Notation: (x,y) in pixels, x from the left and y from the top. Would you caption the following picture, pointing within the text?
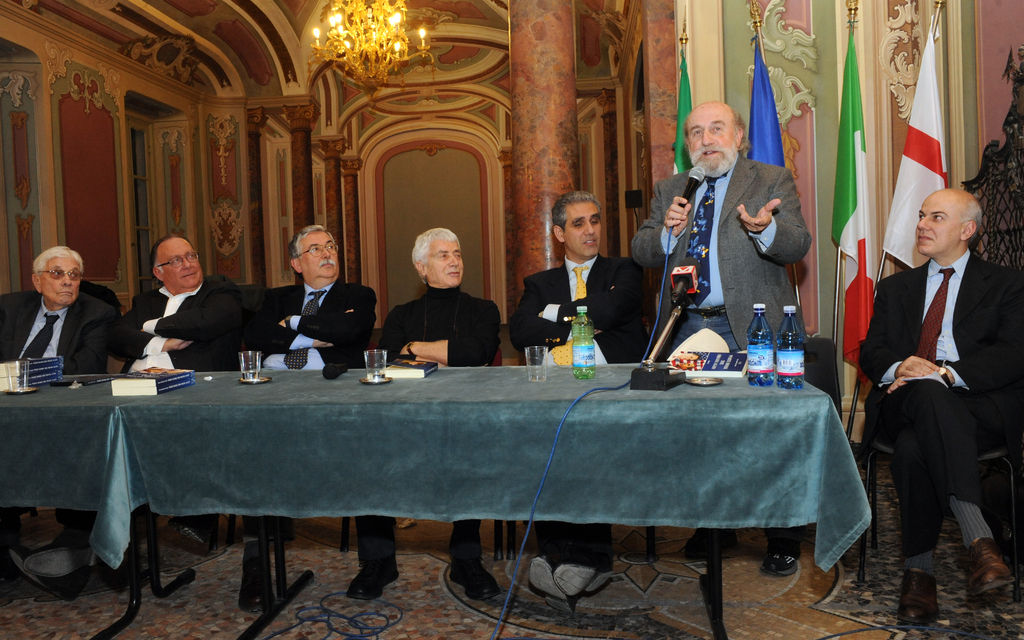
In this image I can see group of people (965,294) sitting. In front the person (708,126) is standing and holding the microphone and I can also see few bottles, glasses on the table (463,417). Background (651,56) I can see few flags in multi color and I can also see the chandelier (363,80) and the wall (232,170) is in brown color.
